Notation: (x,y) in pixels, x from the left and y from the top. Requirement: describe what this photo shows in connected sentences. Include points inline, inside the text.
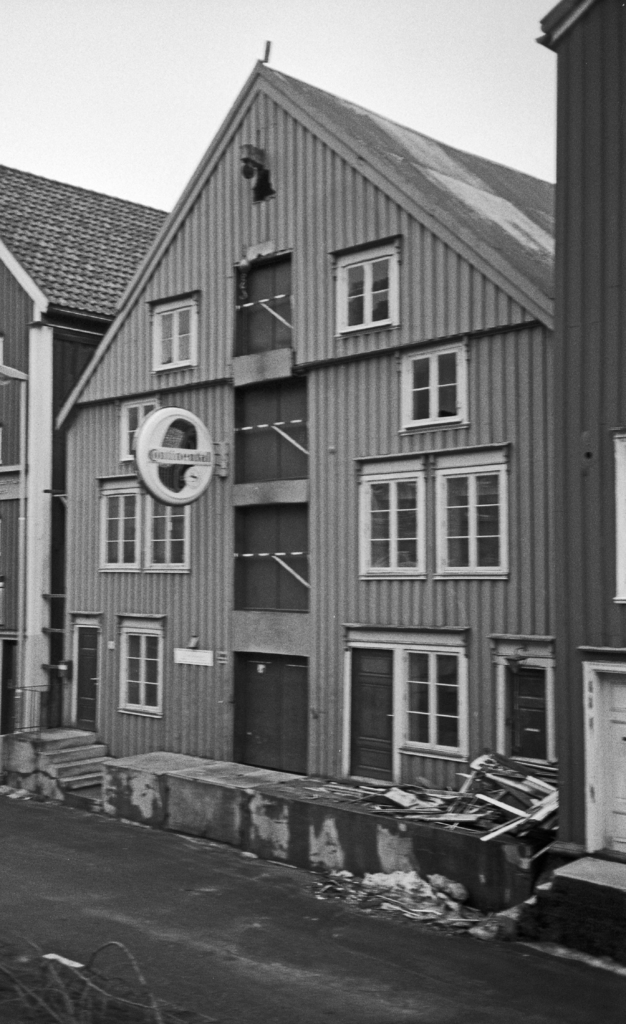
This is a black and white picture. In this picture we can see the sky (344,39), houses (335,98), windows (441,521), doors (366,709), rooftops (378,152), road (399,1023), board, stairs (79,749) and few objects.
